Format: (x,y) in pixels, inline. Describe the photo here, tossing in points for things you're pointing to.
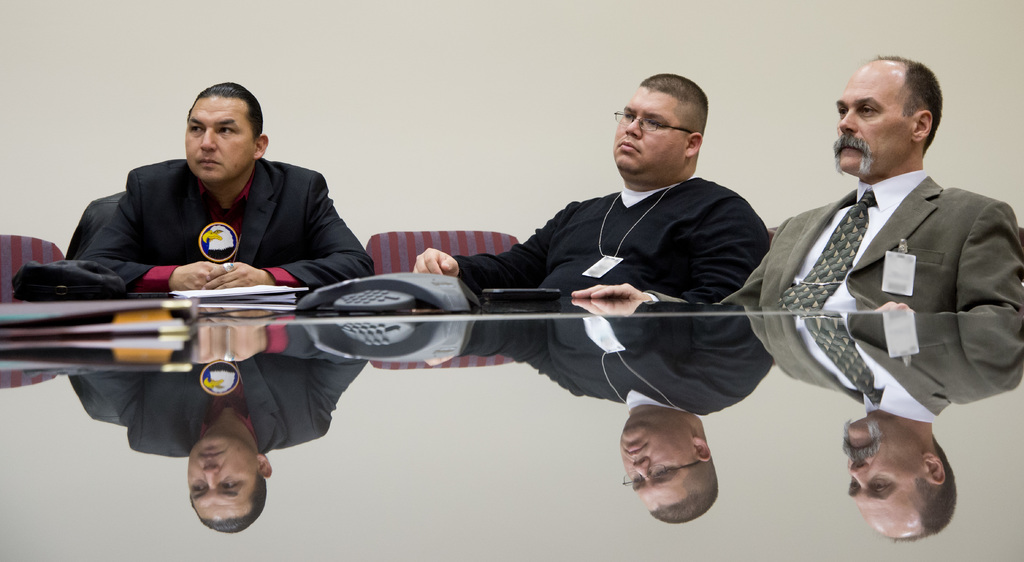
In this image we can see three persons (290,226). Behind the persons (263,236) we can see chairs (406,261) and a wall (472,124). In front of the persons (172,252) we can see few objects (212,298) on a glass surface (280,340). In the glass (169,352) we can see the reflection (375,398) of persons (218,454), objects (177,340) and a wall (17,420).
